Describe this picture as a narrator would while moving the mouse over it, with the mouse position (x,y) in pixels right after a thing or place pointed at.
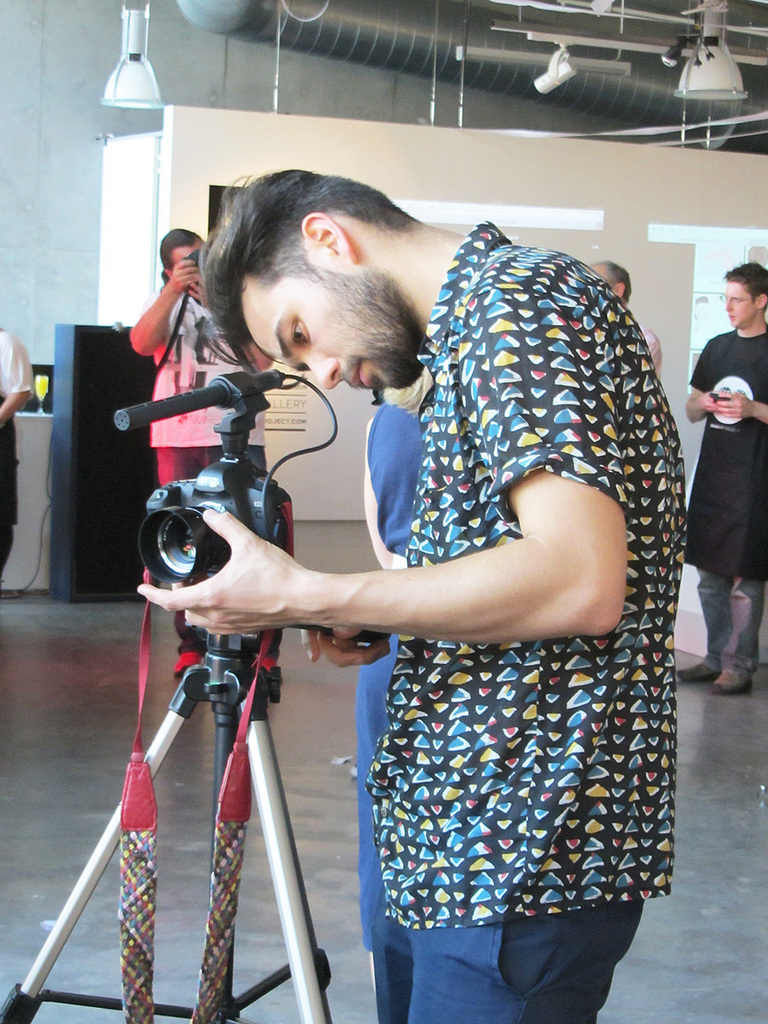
In this image we can see a few people (543,582) standing in a room (175,774) a man (342,280) is holding a camera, in the background (175,464) another man (180,274) is clicking picture with a camera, there is a speaker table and a glass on the table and a white color wall (311,159).
